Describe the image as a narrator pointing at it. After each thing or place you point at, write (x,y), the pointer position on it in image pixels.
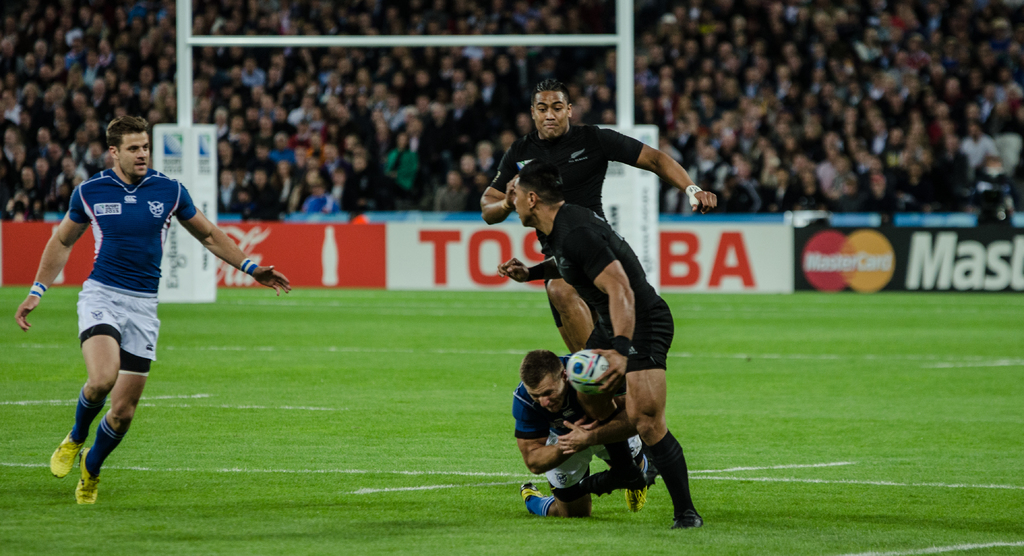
Here we can see few men (141,302) playing a rugby ball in a play ground (481,327). Behind to the hoarding (956,258) we can see all the crowd (484,87).
